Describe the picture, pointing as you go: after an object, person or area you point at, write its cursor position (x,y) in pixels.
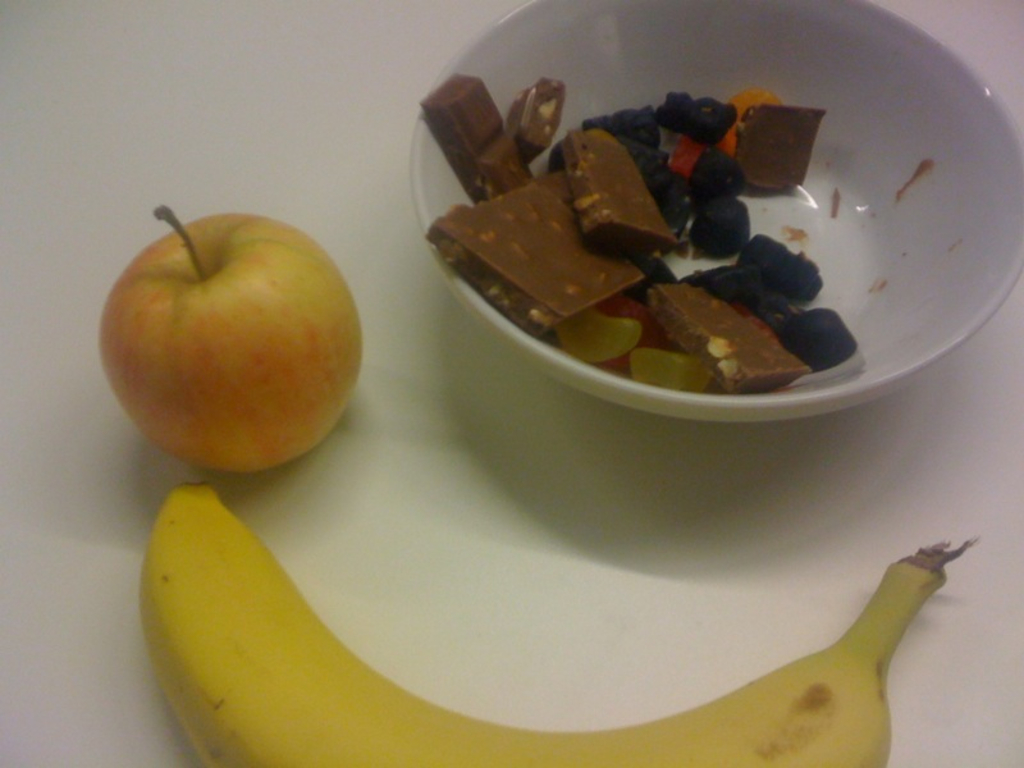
We can see an apple (253,408), banana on a platform (310,519) and we can also see chocolates (604,288) and other food items (675,191) in a bowl (659,80).
